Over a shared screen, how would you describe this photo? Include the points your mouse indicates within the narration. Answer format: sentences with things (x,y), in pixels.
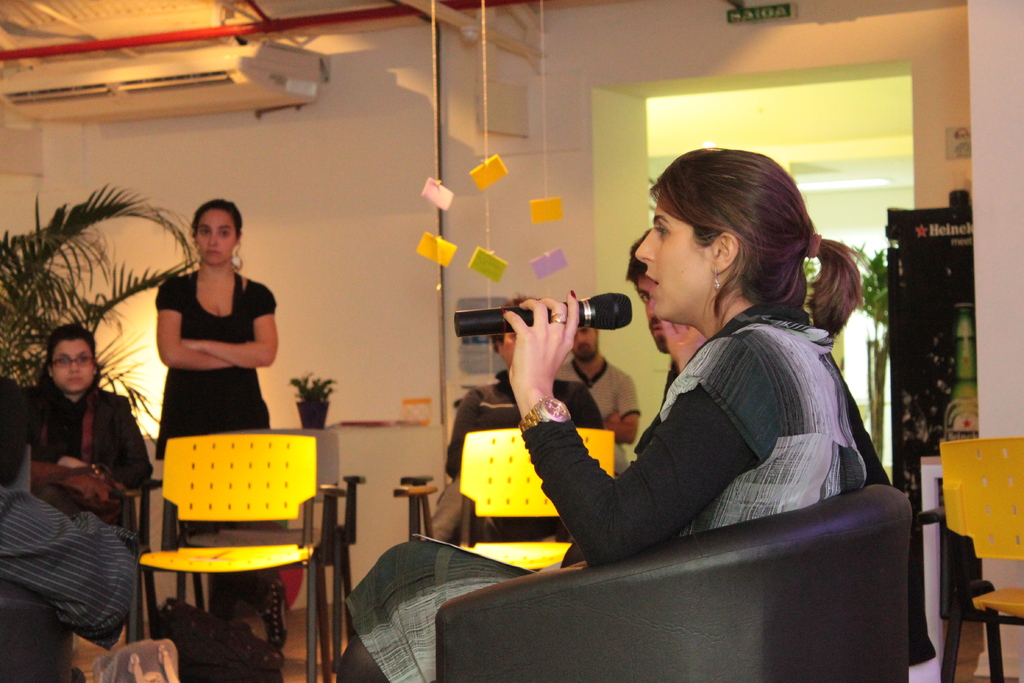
In this image i can see a woman (563,412) sitting on a couch (750,524) and holding a microphone (606,305) at the back ground (277,275) i can see four persons (644,303) sitting and a woman (204,286) standing, three chairs (275,459), a wall (352,308), a pole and a flower pot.
